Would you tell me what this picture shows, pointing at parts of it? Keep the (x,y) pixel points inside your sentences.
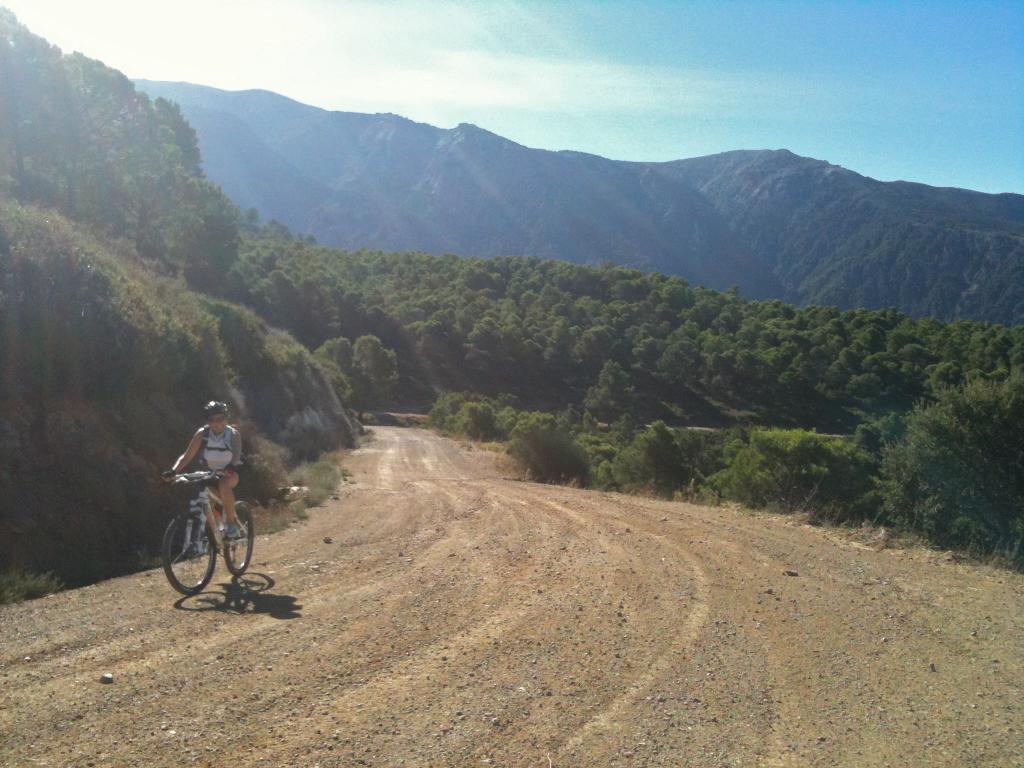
On the left side of the image (214,484) we can see a person (218,471) riding a bicycle (203,528). In the background (153,484) there are trees (436,263), hills (424,205) and sky (723,113).
